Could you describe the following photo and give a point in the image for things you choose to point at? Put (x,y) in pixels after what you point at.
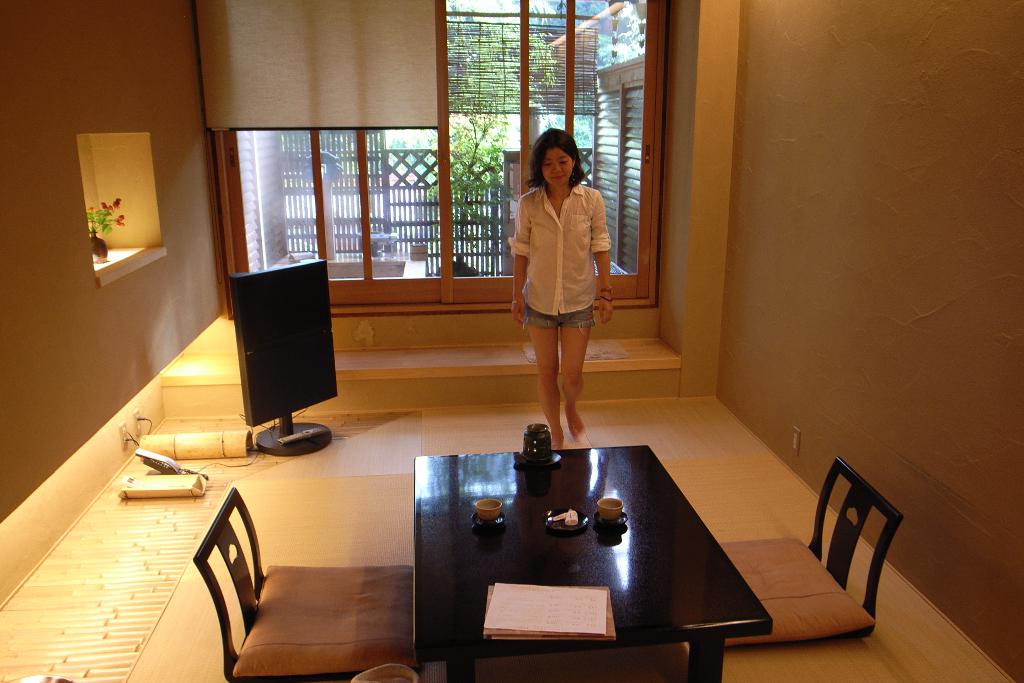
On the background of the picture (261,156) we can see a window (311,155) through which we can see tree (488,118) and outside view (437,166). This is a wall (186,220). In this shelf (132,229) we can see a flower vase (103,241). Here we can see a television (274,386) and a remote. We can see one woman (522,275) standing in front of a table (691,554) and chairs (848,585) and on the table (621,566) we can see cup saucers (611,518), a book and a paper (552,619).
